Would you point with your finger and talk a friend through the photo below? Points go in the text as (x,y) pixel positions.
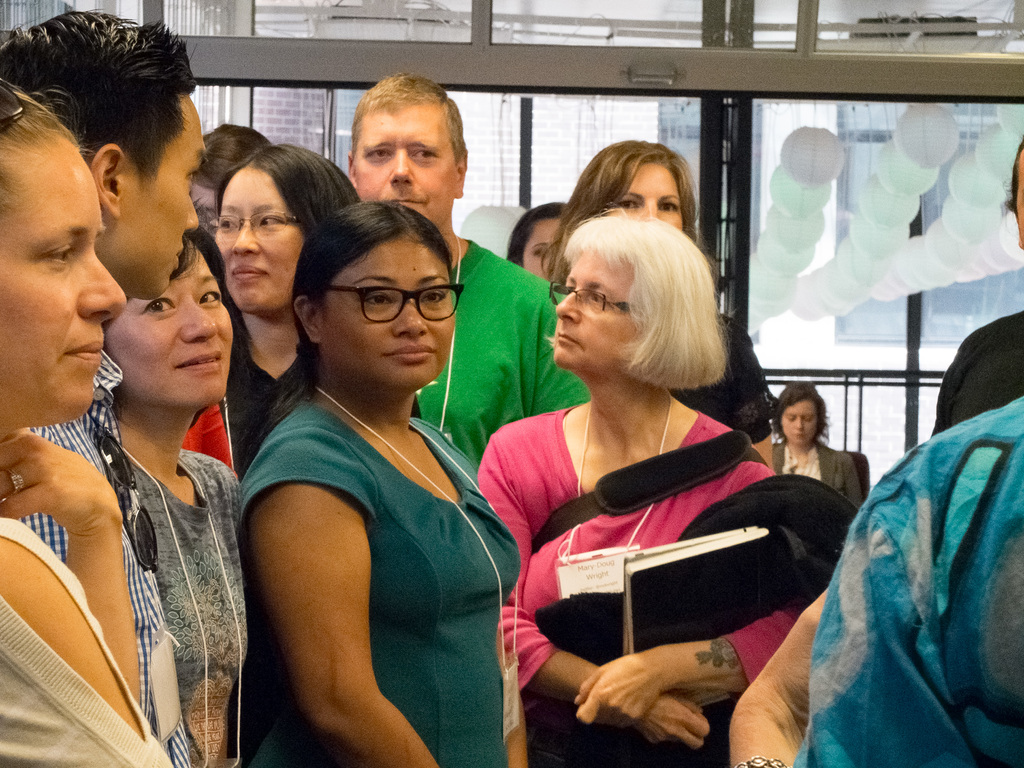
In this picture I can see a group of people (348,352) are standing. This woman (665,522) is holding some objects (665,583). In the background (571,150) I can see framed glass wall (703,139) and some round shaped objects (856,248).
